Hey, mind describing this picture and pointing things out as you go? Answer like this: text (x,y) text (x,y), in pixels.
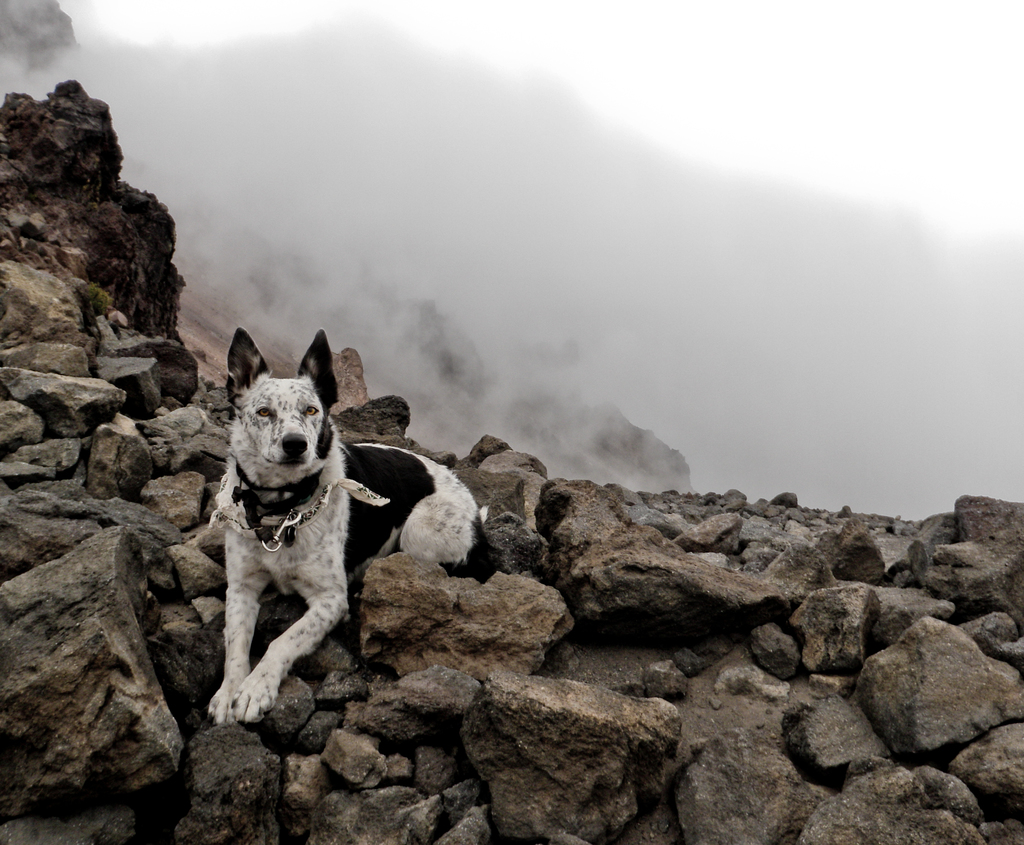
In this picture there is a dog (431,544) on the rocks (129,392), on the left side of the image (288,400) and there are rocks (12,545) at the bottom side of the image (723,599), there is smoke (599,151) at the top side of the image (443,201).
